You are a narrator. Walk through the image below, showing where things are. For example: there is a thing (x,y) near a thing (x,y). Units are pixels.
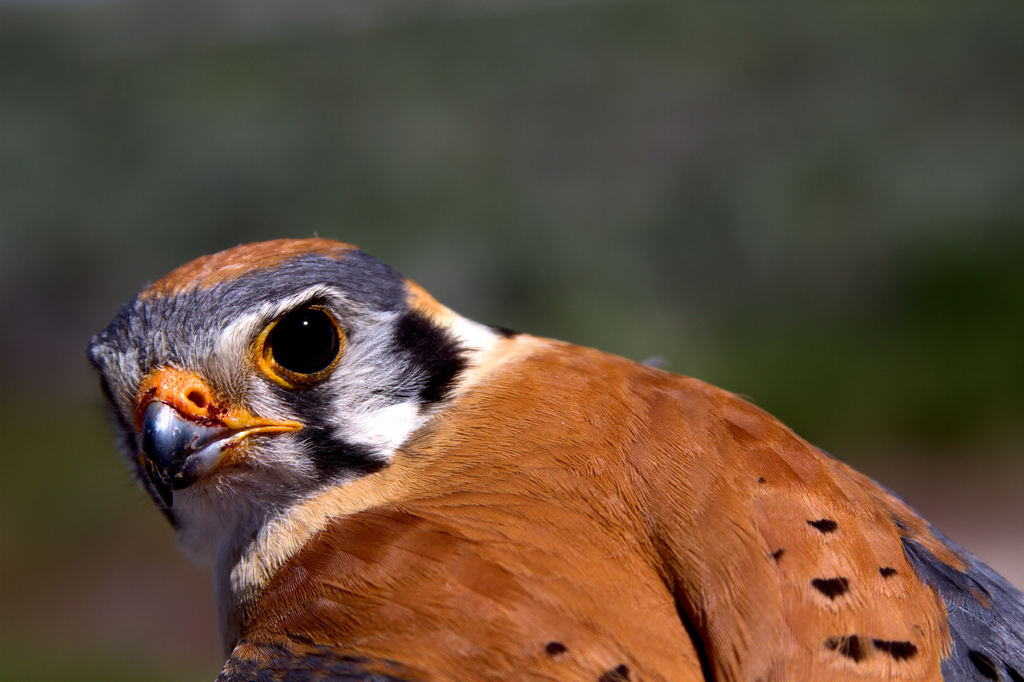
In this image we can see a bird (581,501) which is in black, grey, white and brown color.
